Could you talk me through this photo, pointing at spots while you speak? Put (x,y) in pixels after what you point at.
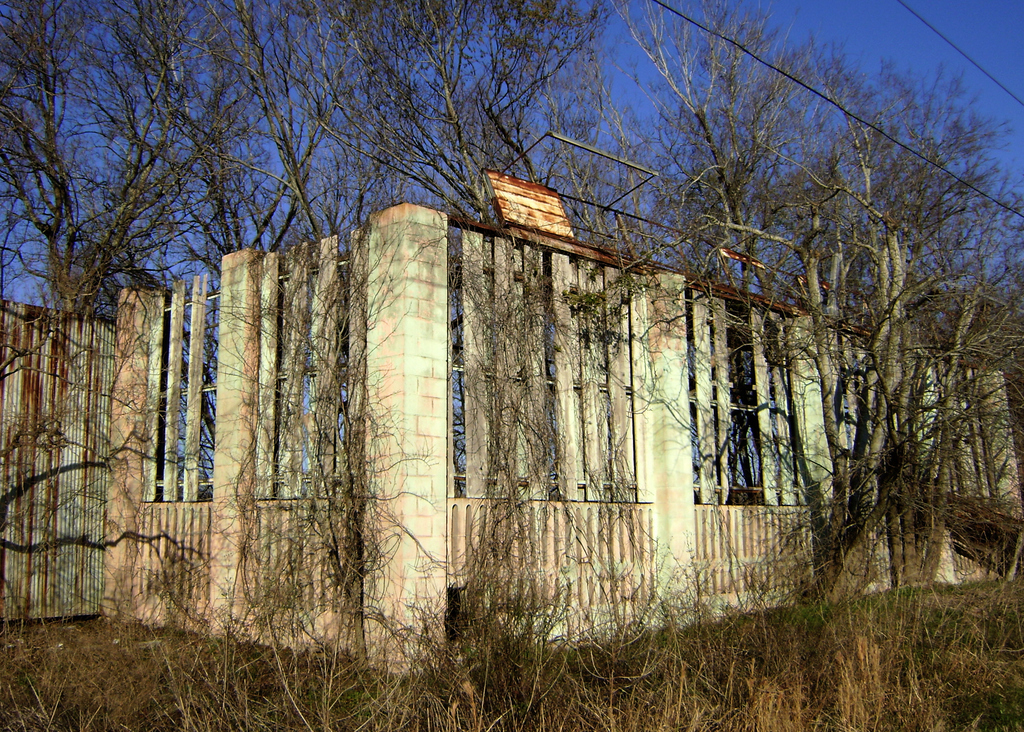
In this picture there is a boundary (42,428) in the center of the image (536,460) and there is greenery (253,728) in the image.
